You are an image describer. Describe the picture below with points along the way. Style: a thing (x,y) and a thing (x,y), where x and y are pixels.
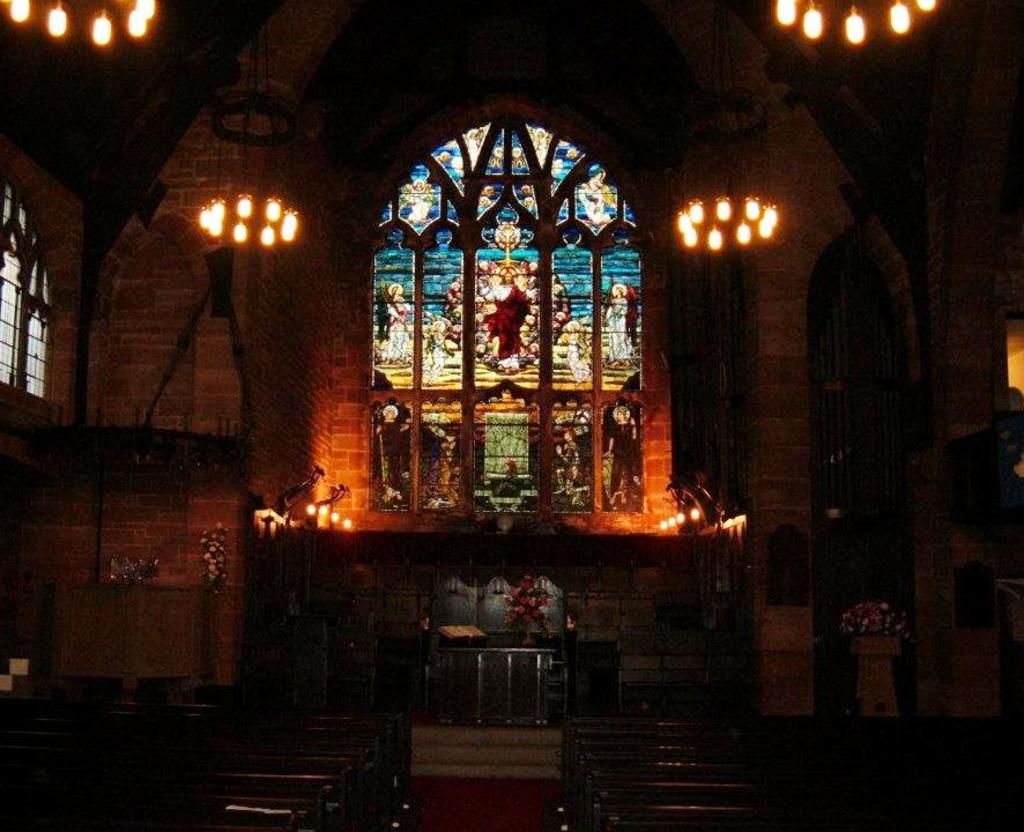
The image is an inside view of church (498,372). Here I can see candles (335,521) and some other objects (540,650). I can also see window (2,374) and lights (288,227) over here. The image is little bit dark.
